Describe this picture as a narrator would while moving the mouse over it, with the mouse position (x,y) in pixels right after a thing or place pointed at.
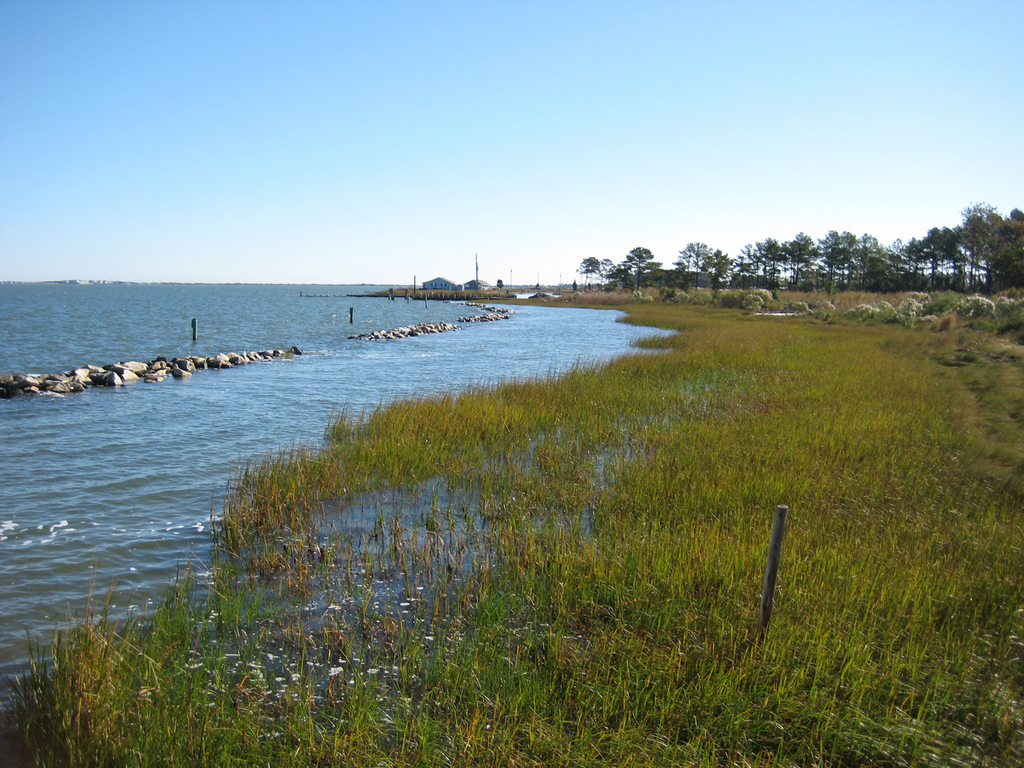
In the foreground of this image (477,603), there is grass (727,338), water (201,442), few stones (259,354) and poles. In the background (870,288), there are trees (968,289) and the sky (416,134).
